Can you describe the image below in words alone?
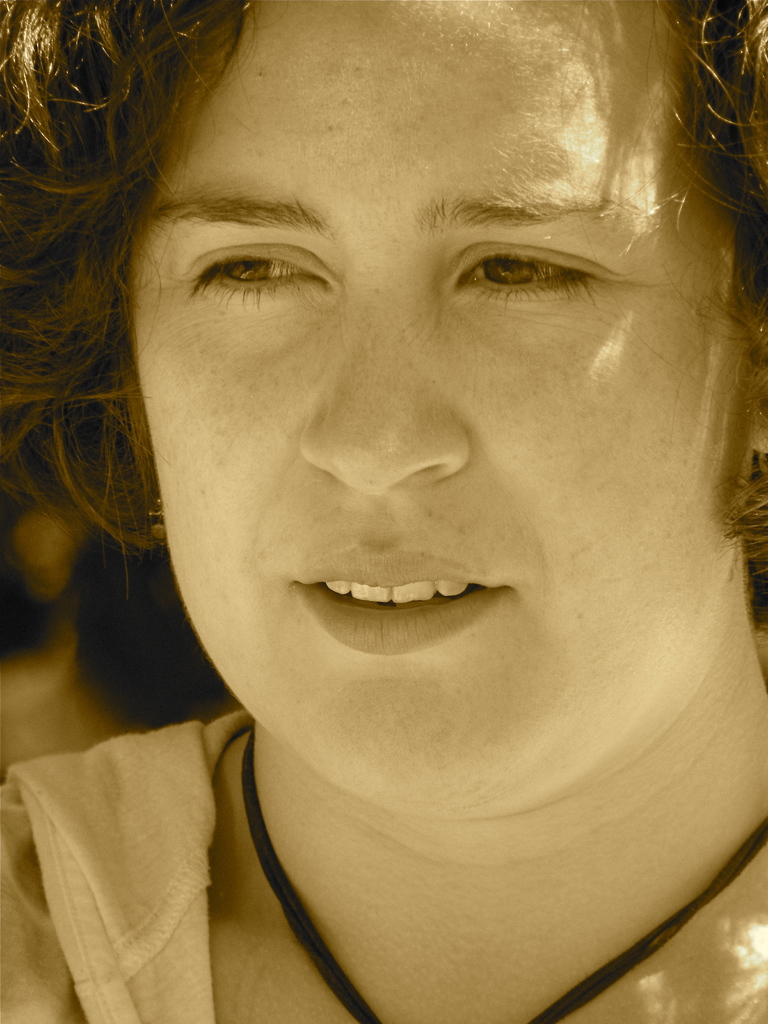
In this image I can see a person face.
